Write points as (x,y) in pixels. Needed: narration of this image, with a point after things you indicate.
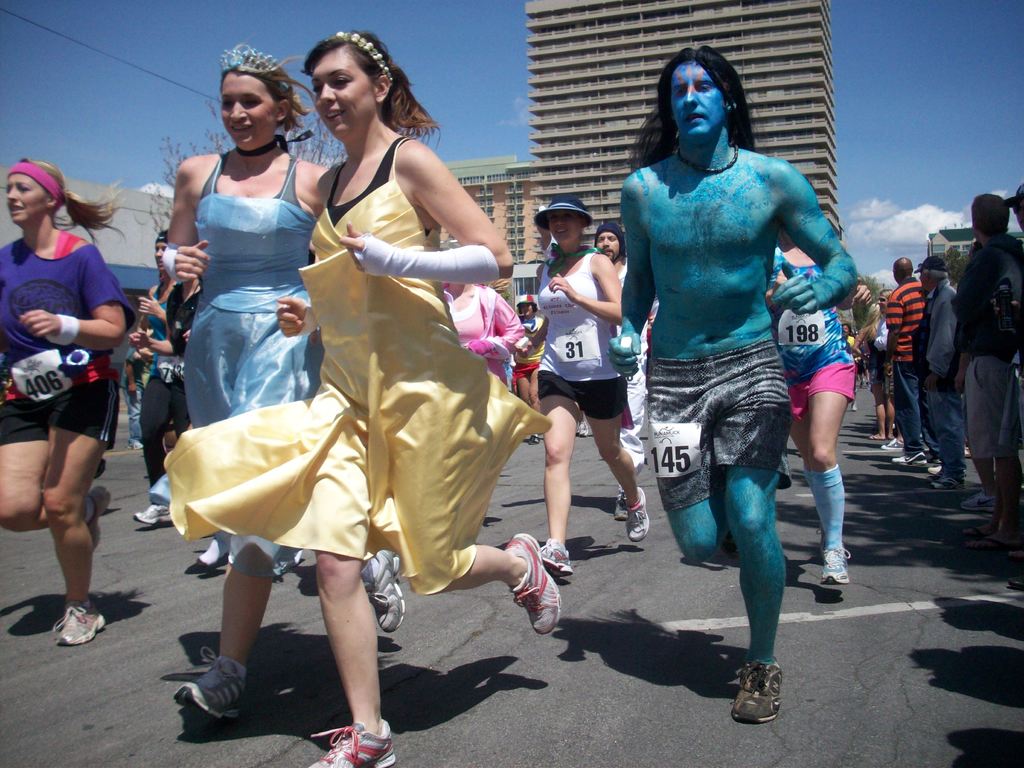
In this image, I can see a group of people (599,450) running. On the right side of the image (944,459), I can see few people (965,416) standing on the road (952,568). In the background (554,163), there are buildings (608,104), a tree (330,145) and the sky (879,124).
